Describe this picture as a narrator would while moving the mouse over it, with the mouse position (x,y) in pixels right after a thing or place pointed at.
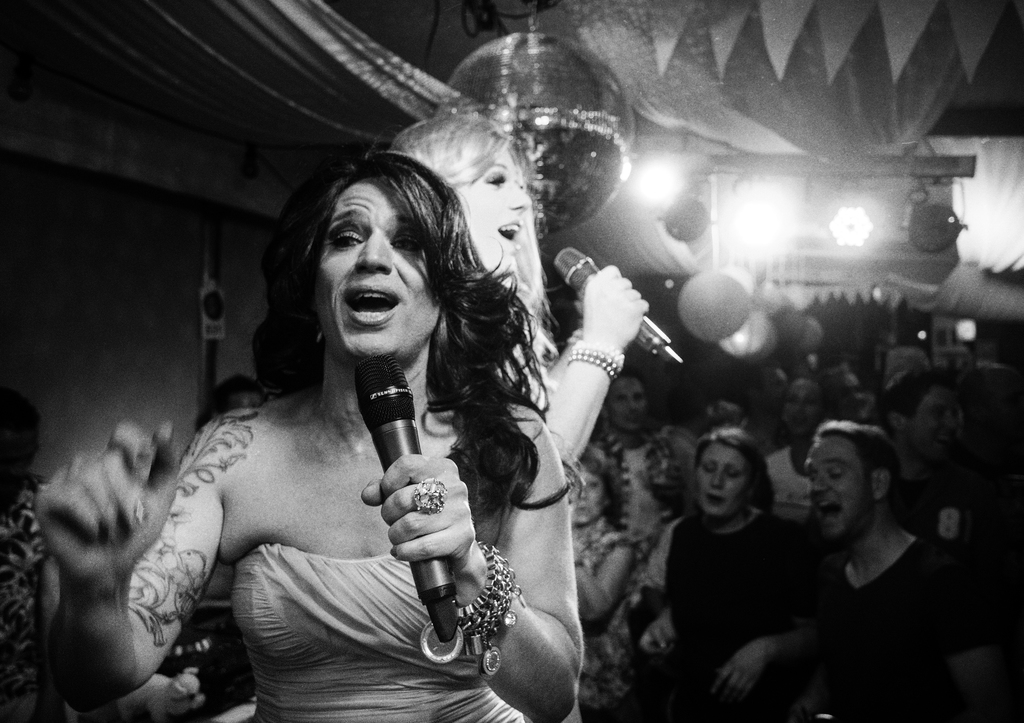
in this picture we can see a woman (277,255) standing and holding a microphone (385,429) in her hand (409,459) and she is singing, and at back (484,182) another woman (476,237) is singing, and at right (748,691) there are group of people (763,693) standing, and at the top (652,198) there are lights (657,180).
